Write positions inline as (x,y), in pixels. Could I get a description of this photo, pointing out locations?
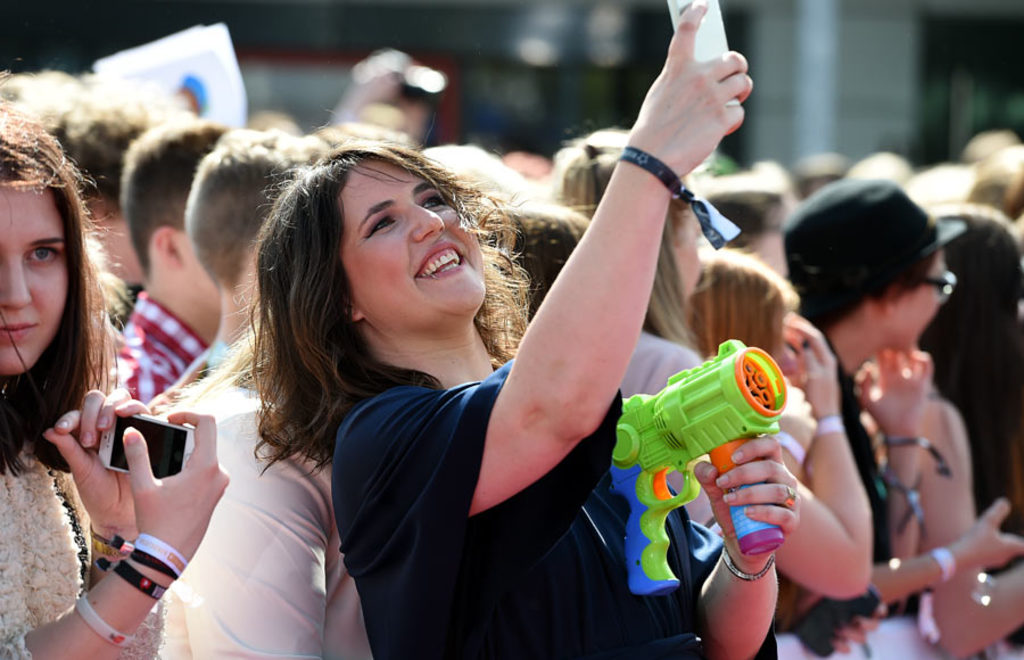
This Picture shows few people (510,397) standing and we see couple of woman (395,383) holding mobiles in their hands (704,148) and a gun (678,438) in another hand (768,464) and we see a woman (879,356) wore sunglasses (931,280) and a cap (829,238) on her head (903,309) and we see buildings (789,150) on the back (768,105).
